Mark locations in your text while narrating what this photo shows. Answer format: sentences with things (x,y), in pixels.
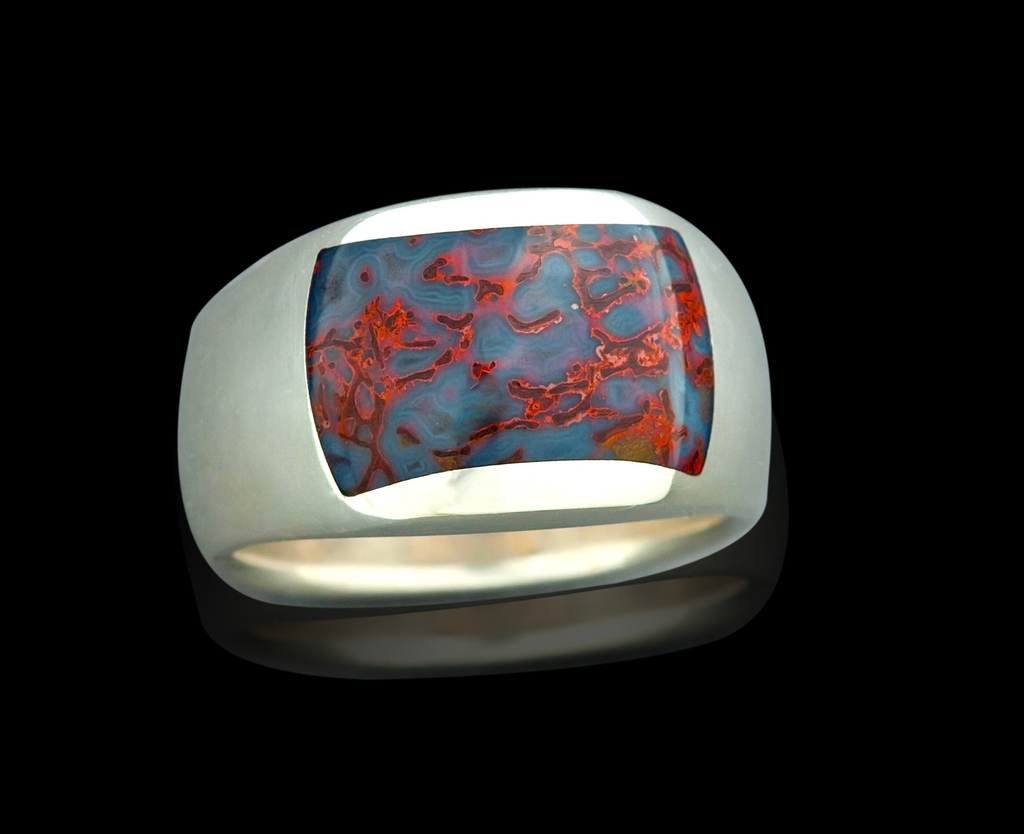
In this image we can see an object (665,271) which looks like a ring (502,410) with design (497,319) and in the background (575,164), the image is dark.
